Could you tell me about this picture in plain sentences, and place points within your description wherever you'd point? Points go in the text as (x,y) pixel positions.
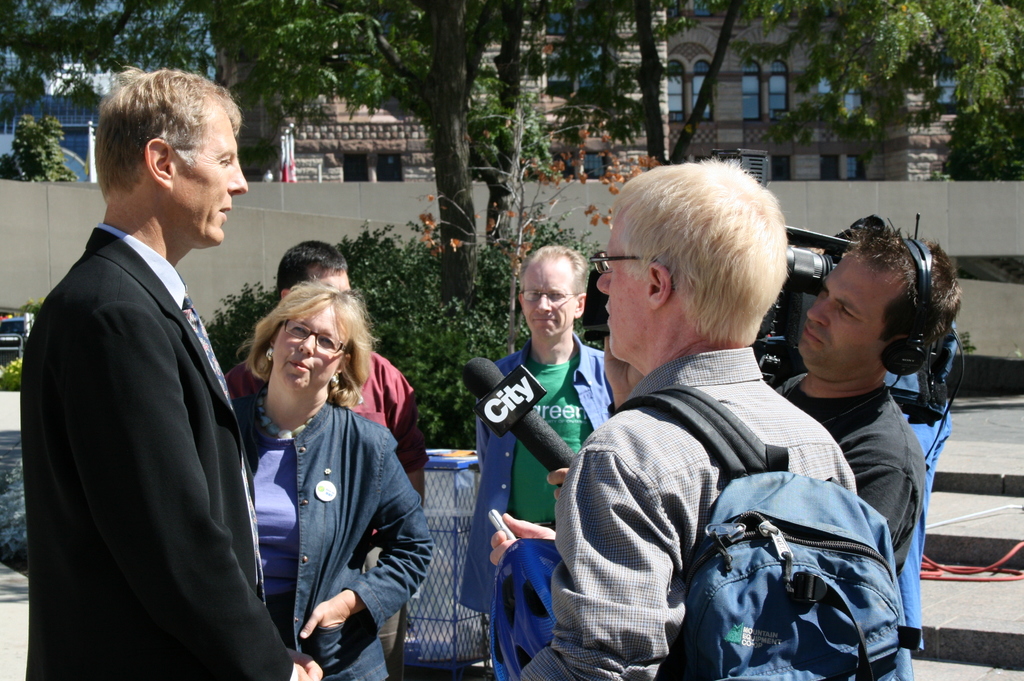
In this picture I can see few people (424,517) are standing and a man (660,500) holding a microphone (537,425) in his hand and another man (807,342) is holding a camera (778,320) and I can see trees (456,181) and buildings (786,88) in the back (450,88) and I can see a wall (978,301) and a man (637,510) is wearing a bag (745,646).
